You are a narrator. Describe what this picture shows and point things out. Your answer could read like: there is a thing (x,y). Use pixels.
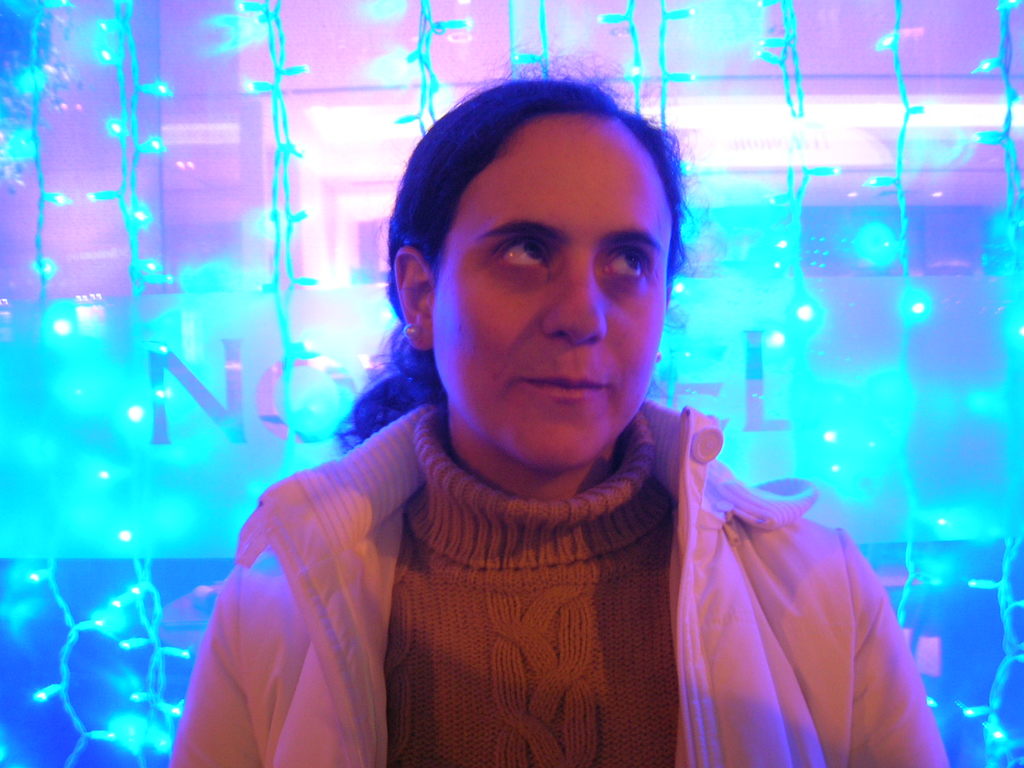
There is a woman (383,531) looking right side. Background (33,94) we can see blue lights (1000,62).
